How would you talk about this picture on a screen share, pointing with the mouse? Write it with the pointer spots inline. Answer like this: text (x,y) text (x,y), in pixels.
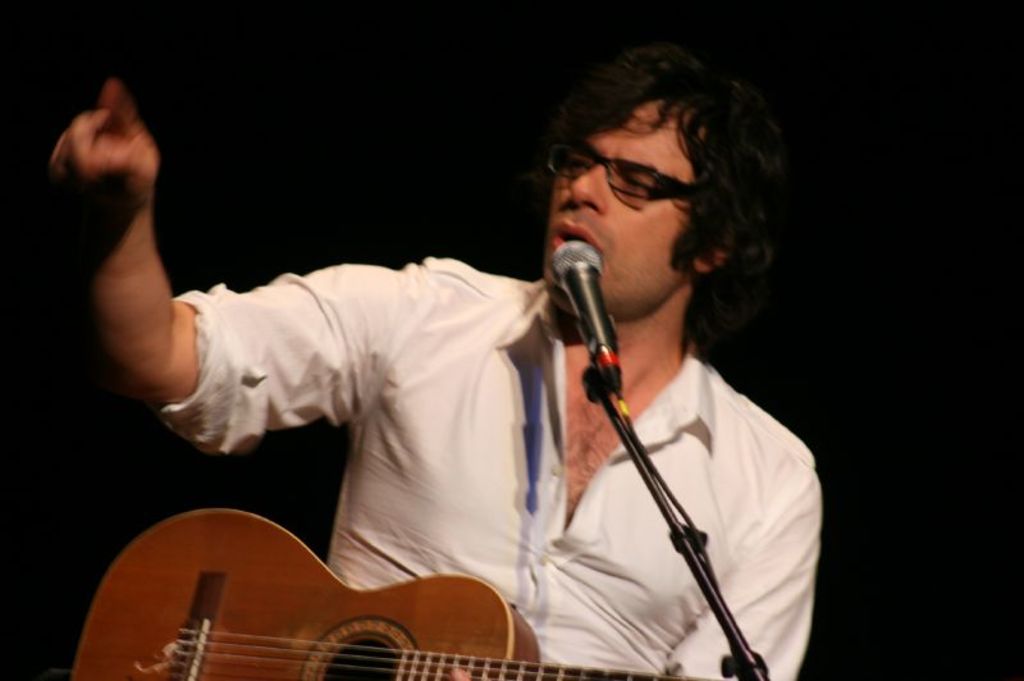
In this image there is one person (467,511) who is holding a guitar (428,624), in front of him there is one mike (727,638) it seems that he is singing.
